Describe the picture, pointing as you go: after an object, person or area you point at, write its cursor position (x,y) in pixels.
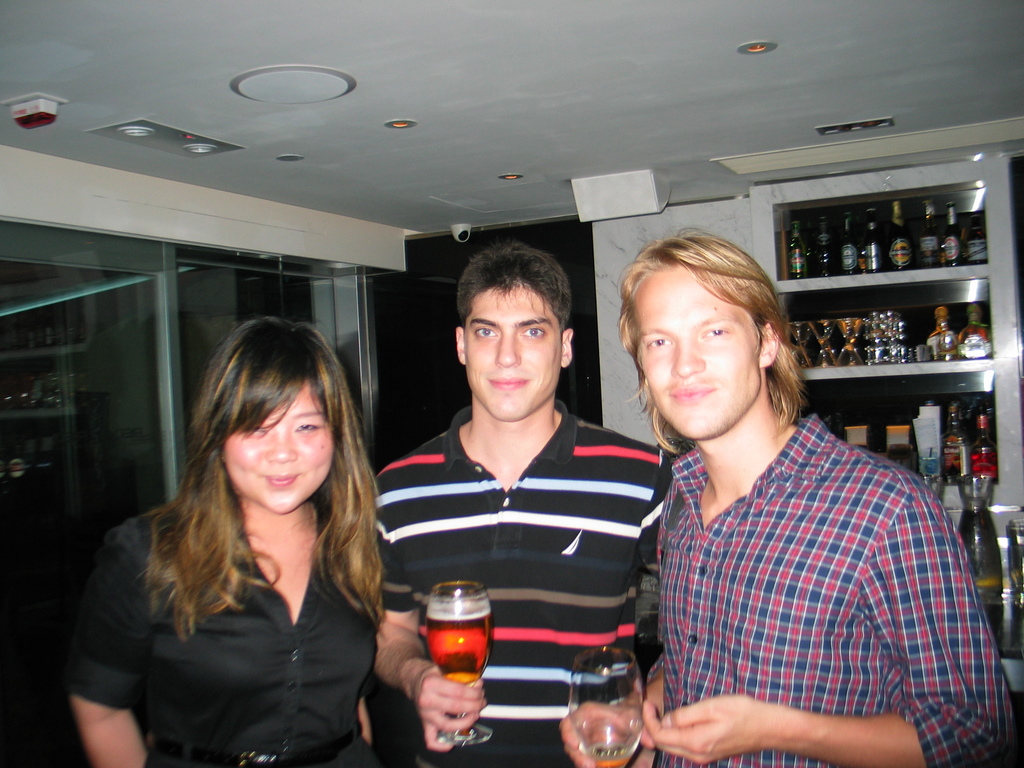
This picture shows two men (970,762) and a woman (244,537) standing and we see two men (500,662) holding wine glasses (446,624) in their hand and we see few bottles (987,507) on their back.
